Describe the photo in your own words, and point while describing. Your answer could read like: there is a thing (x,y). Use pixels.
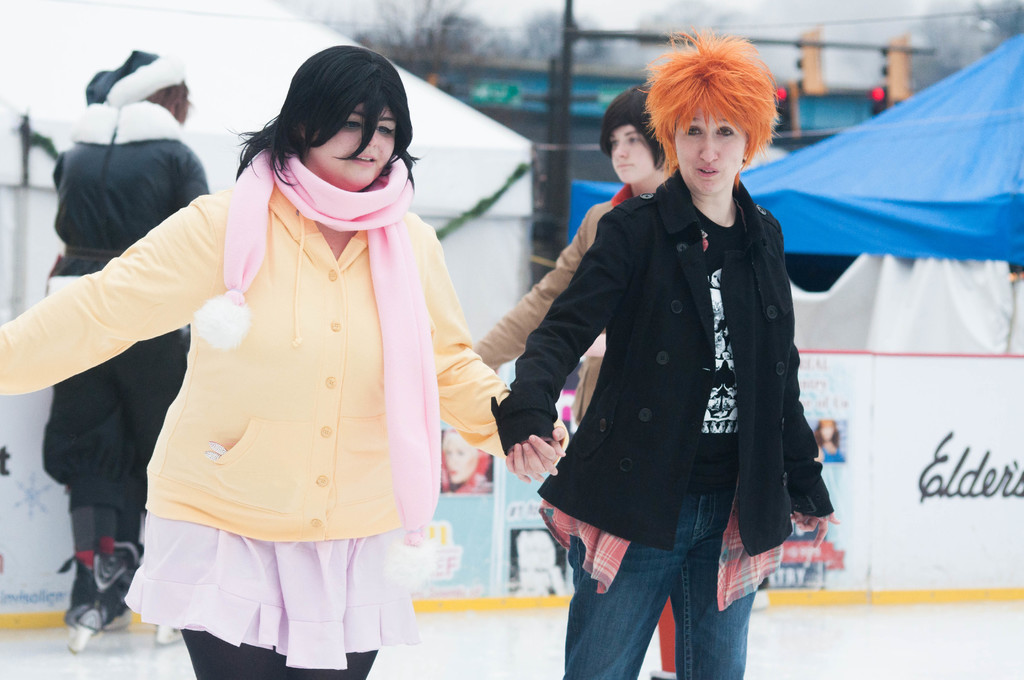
On the left side of the image (282,277) there is a lady (282,273) standing and around her neck (303,206) there is a stole (304,196). Beside her there is another lady (653,393) standing. Behind them there are two persons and also there are banners (888,504). Behind the banners (879,454) there are tents (970,84) and also there poles (600,36) with traffic signals (902,60). And there is a blur background (964,52).
